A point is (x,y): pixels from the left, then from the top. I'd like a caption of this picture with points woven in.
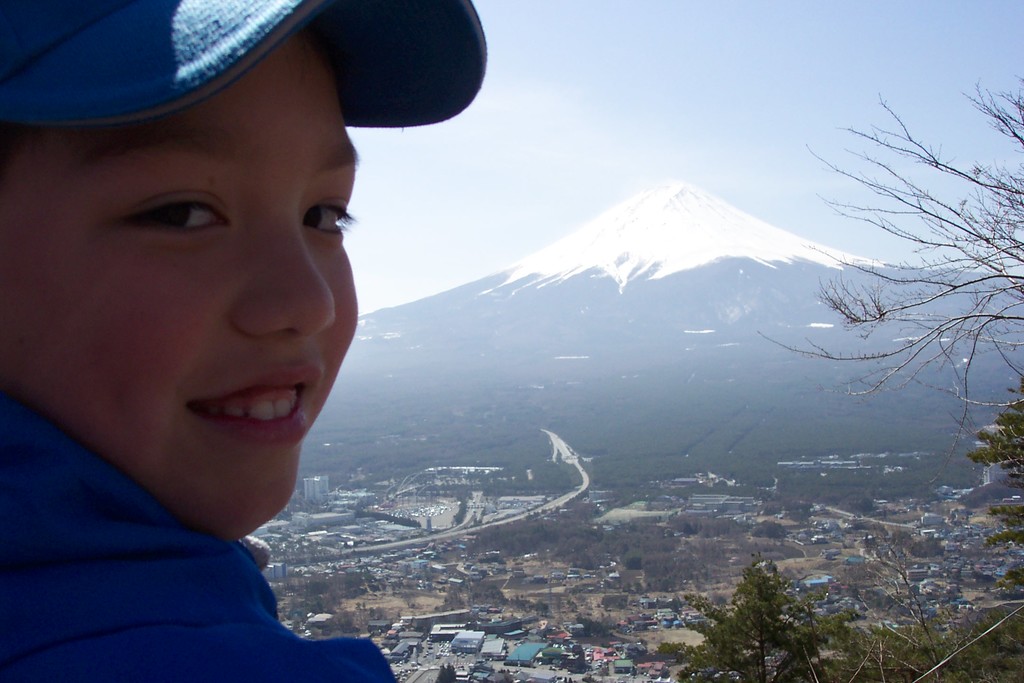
In this picture there is a person (296,444) smiling. At the back (376,447) there are buildings (380,569), trees (786,498) and vehicles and there is a mountain (767,333). At the top (611,128) there is sky (645,107).
